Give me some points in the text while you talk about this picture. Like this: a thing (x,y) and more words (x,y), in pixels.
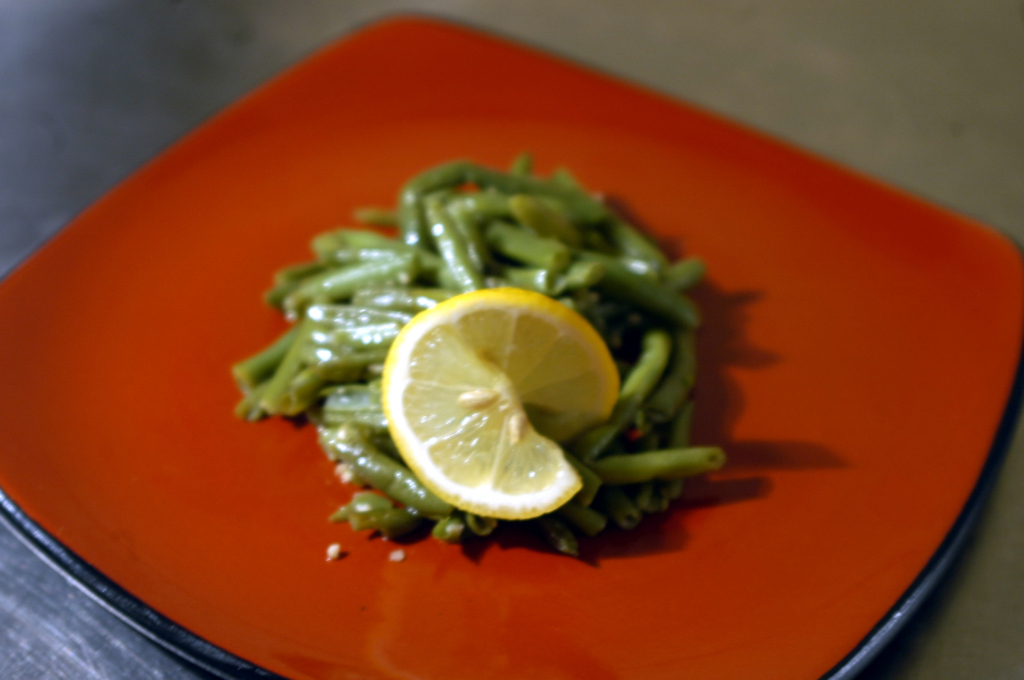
There is a plate (298,557) with food item (440,277) and a lemon slice (494,351) in it on a platform (960,94).
